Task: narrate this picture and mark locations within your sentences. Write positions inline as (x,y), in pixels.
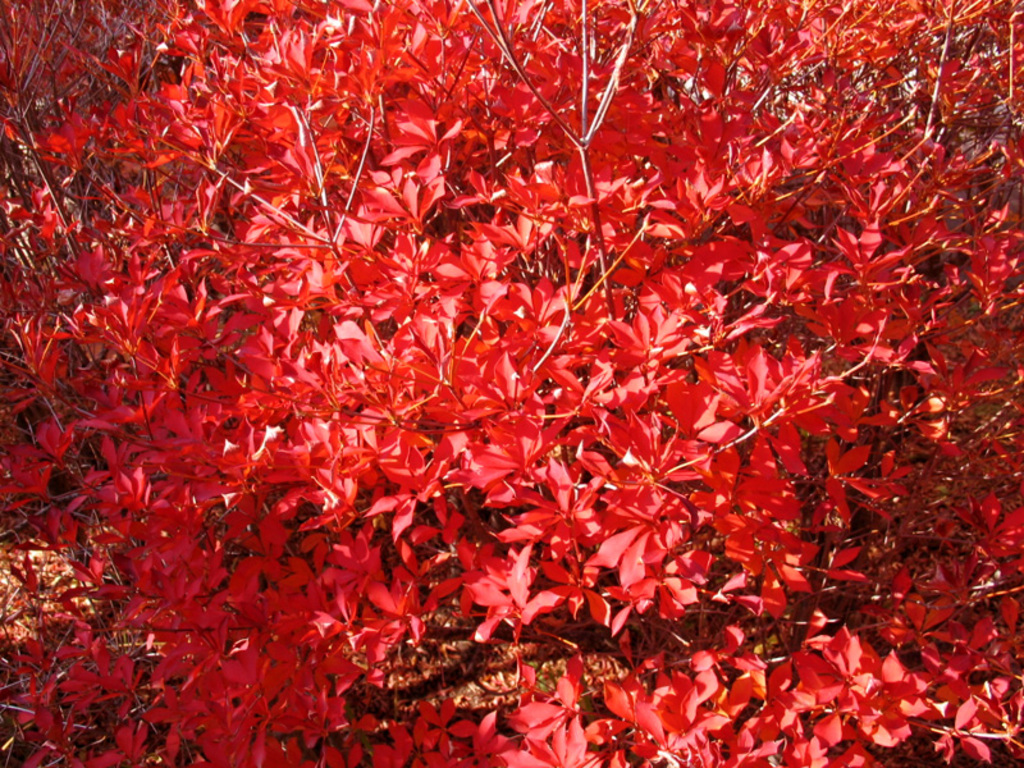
In this image we can see plants (453,286) with red leaves (514,300).
